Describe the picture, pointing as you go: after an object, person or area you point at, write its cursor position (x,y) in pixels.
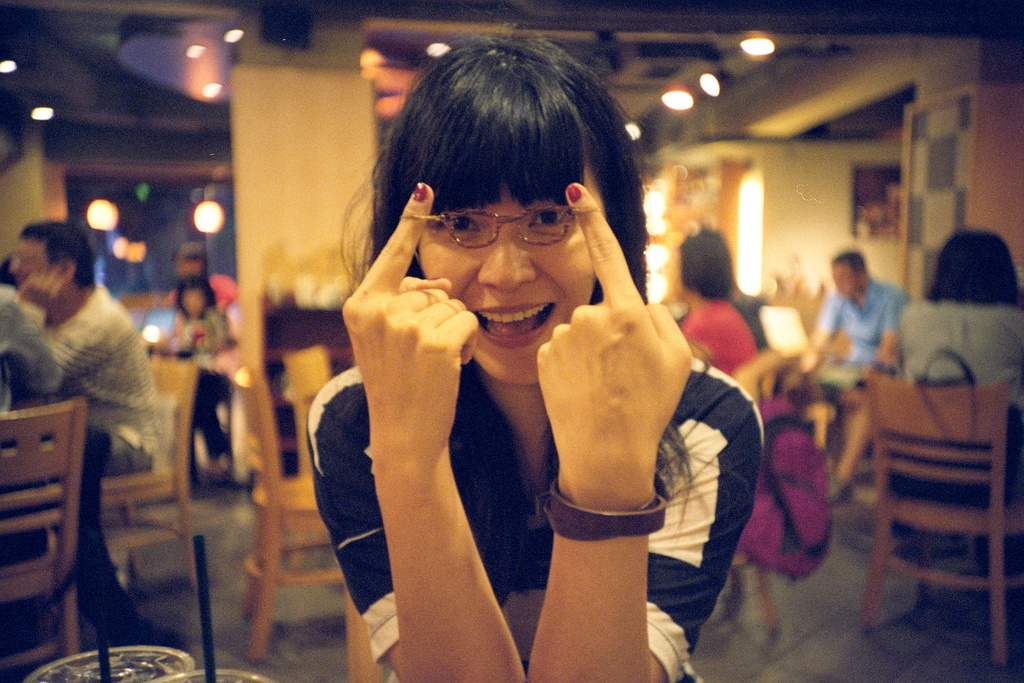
In this image we can see a person (499,432) wearing black and white color dress (669,526) showing index fingers (387,267) and smiling and in the background of the image (127,397) there are some persons (85,393) sitting on chairs (184,427), there are some lights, tables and some paintings (881,166) attached to the wall (892,156).
